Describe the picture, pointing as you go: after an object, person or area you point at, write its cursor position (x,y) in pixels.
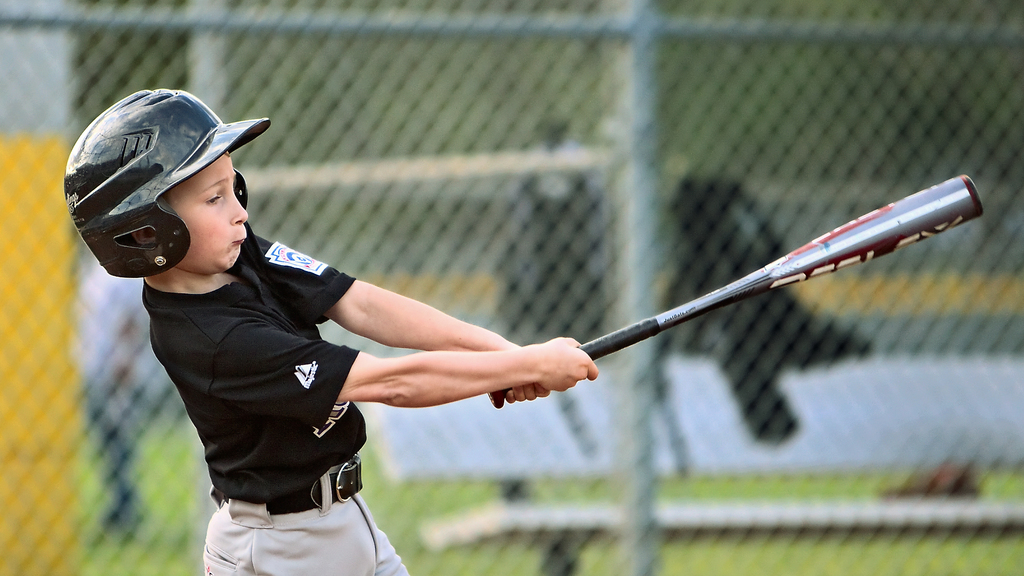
In this image there is a child (317,267) standing and holding a baseball bat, behind him there is a net fence (476,186). The background (481,295) is blurred.
